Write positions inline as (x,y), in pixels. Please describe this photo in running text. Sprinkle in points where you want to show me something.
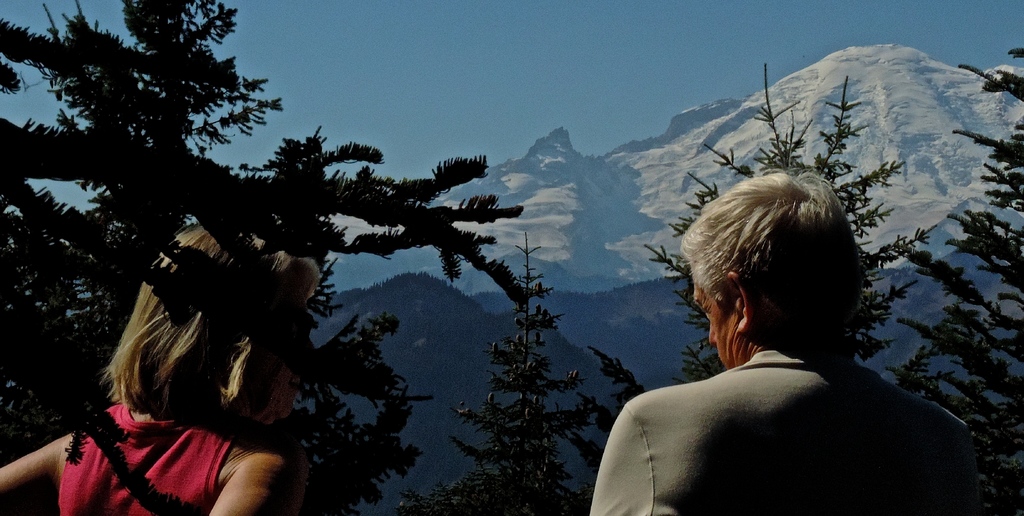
In this image there are two persons (156,470) at the front side of the image (617,412). Before them there are few trees (73,386). Background (429,294) there are few hills (456,302). Right side (931,73) there is a mountain (909,81) covered with snow (881,103). Top of the image (476,88) there is sky (420,89).
